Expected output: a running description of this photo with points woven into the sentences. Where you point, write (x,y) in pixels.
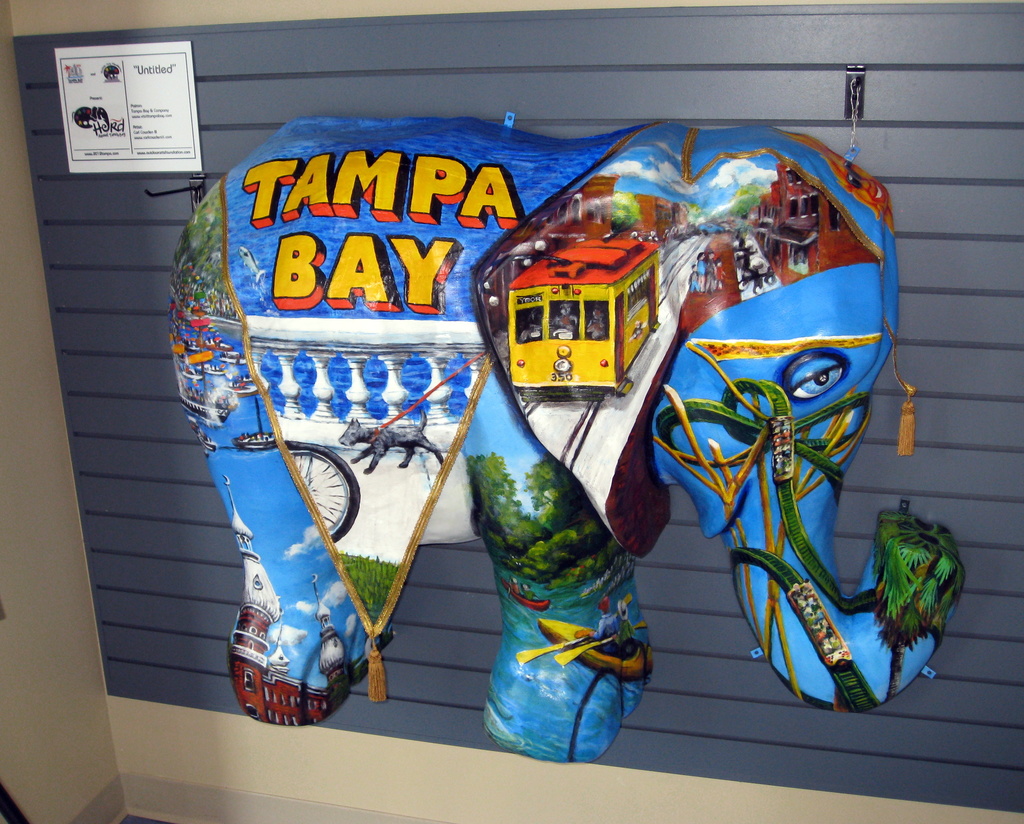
In this image we can see a toy elephant (762,367) with some text (408,247) and painting (514,440) on it. In the background (144,146), we can see a card (120,169).
